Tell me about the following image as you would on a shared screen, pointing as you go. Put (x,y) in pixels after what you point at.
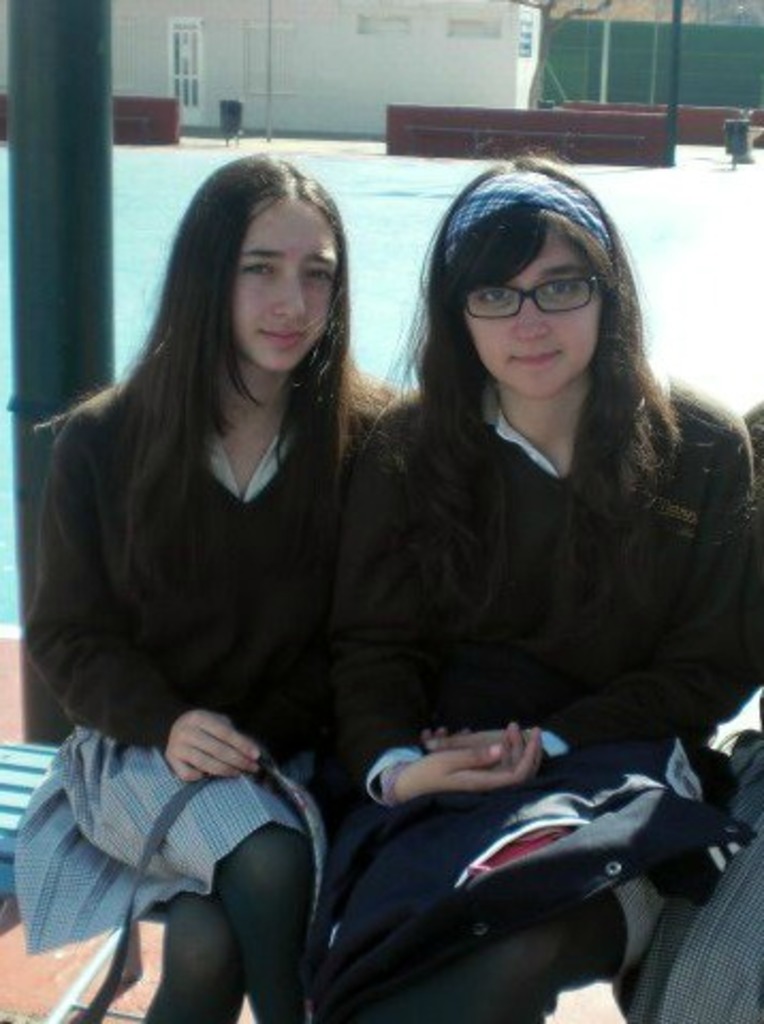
There are two women (233,570) sitting on the bench (4,780) and she has spectacles (551,296). In the background (362,86) we can see poles (18,52), door (188,59), window (260,67), wall (397,70), and court (417,216).
